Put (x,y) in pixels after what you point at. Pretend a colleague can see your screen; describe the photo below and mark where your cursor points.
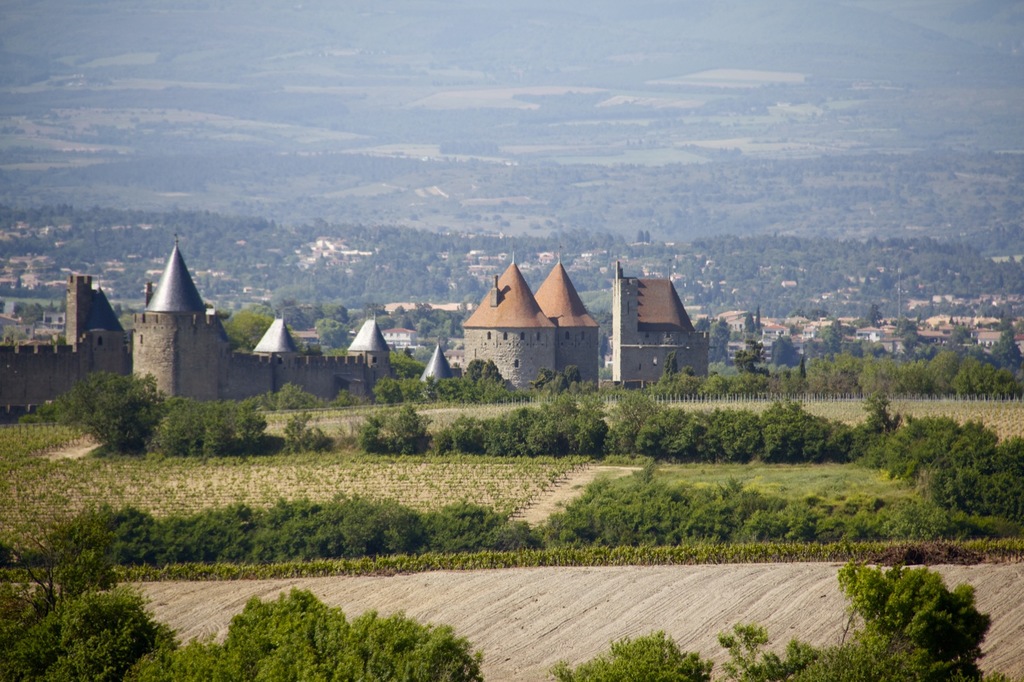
Here we can see trees (669,448). Background (212,378) we can see wall (583,343), roof top (505,313) and trees (414,281).
